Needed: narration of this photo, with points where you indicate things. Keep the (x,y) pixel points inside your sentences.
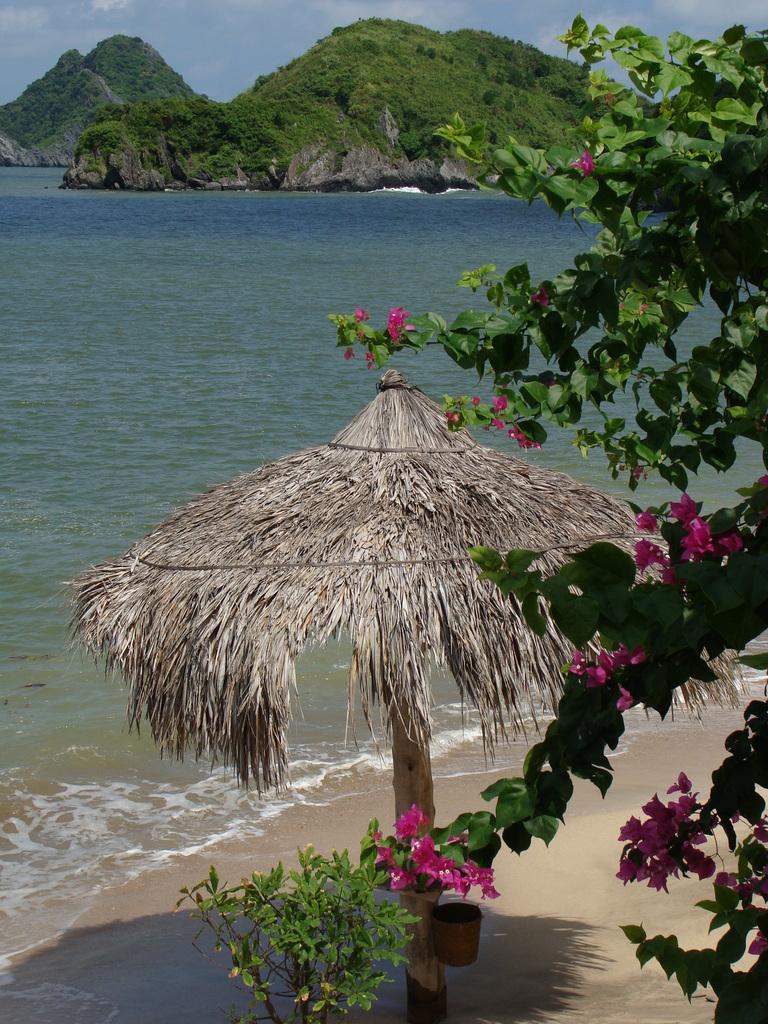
In this image I can see an umbrella (461,558) and the umbrella (457,558) is made with dried leaves (435,655) and I can see the trees (727,771) in green color, the water (239,215) and the sky (457,6) is in blue color.
